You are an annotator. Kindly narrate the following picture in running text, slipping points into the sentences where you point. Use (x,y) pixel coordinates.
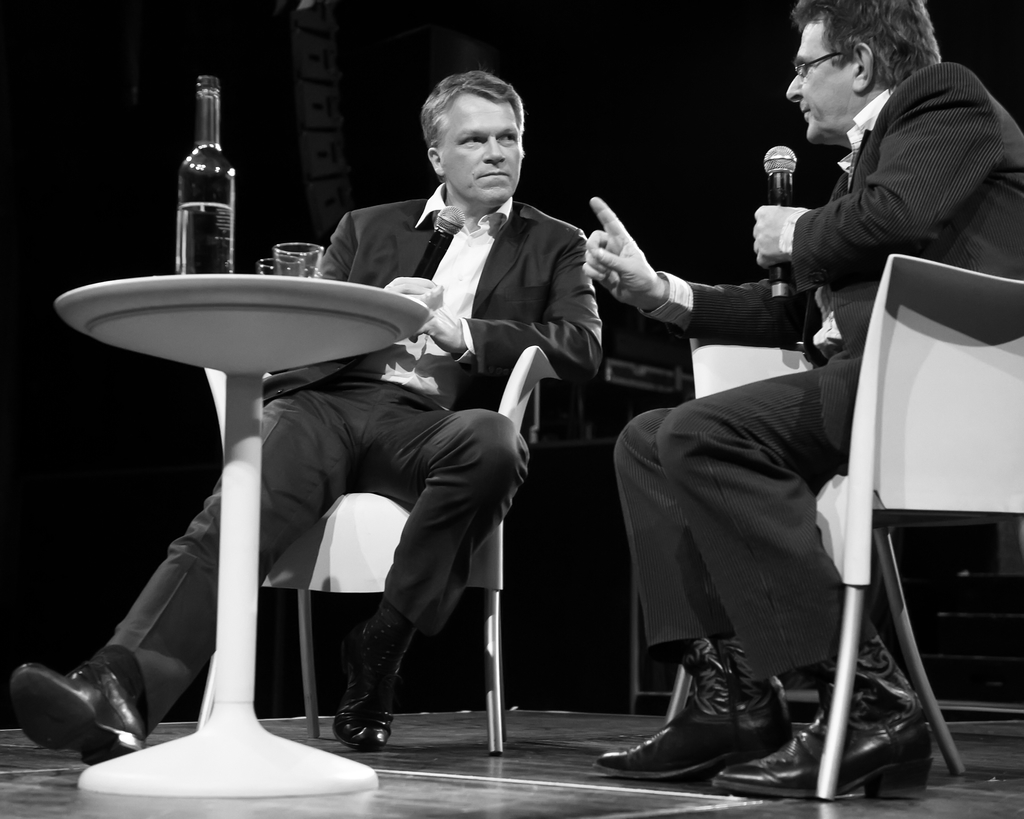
This Picture Describe about two men (683,463) discussing with each other, Right side man (865,141) is sitting on the chair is talking on the microphone (776,158) and pointing his hand (617,243) straight. Other person (417,213) wearing black coat (493,289) is listening to him, In left side (248,345) we can see the white small table (249,313) on which one bottle (202,227) and glass (302,256) is seen.
